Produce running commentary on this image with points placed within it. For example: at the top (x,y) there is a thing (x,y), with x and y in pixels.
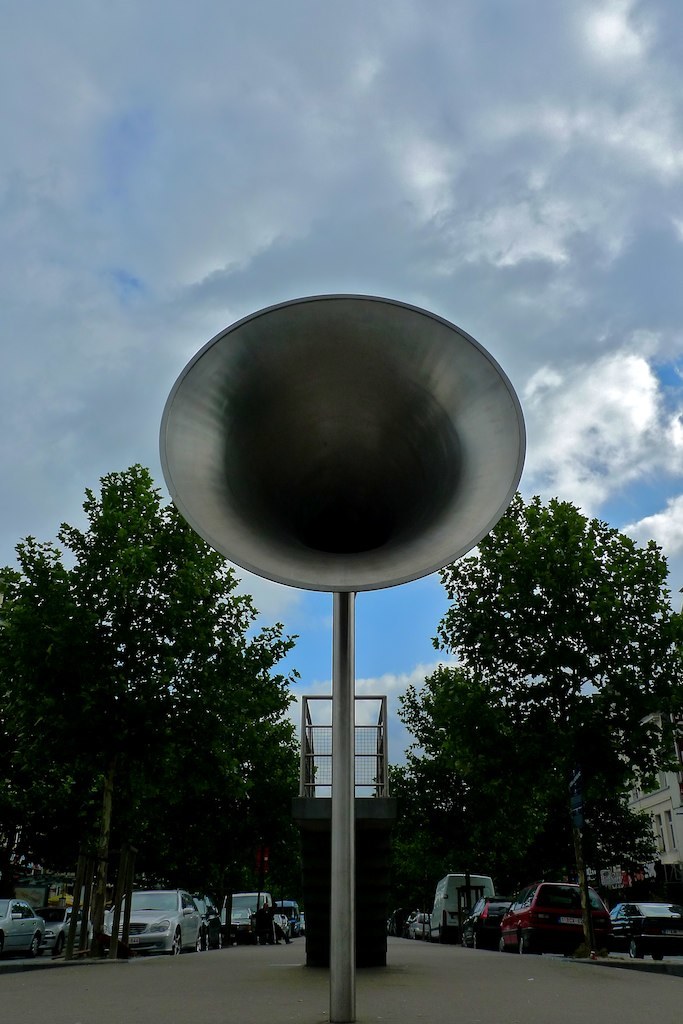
In this image we can see some vehicles (233,900), trees (199,871), people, grille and a building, also in the center of the image (347,390) we can see a speaker (332,523) and in the background (325,273) we can see the sky (268,117).
